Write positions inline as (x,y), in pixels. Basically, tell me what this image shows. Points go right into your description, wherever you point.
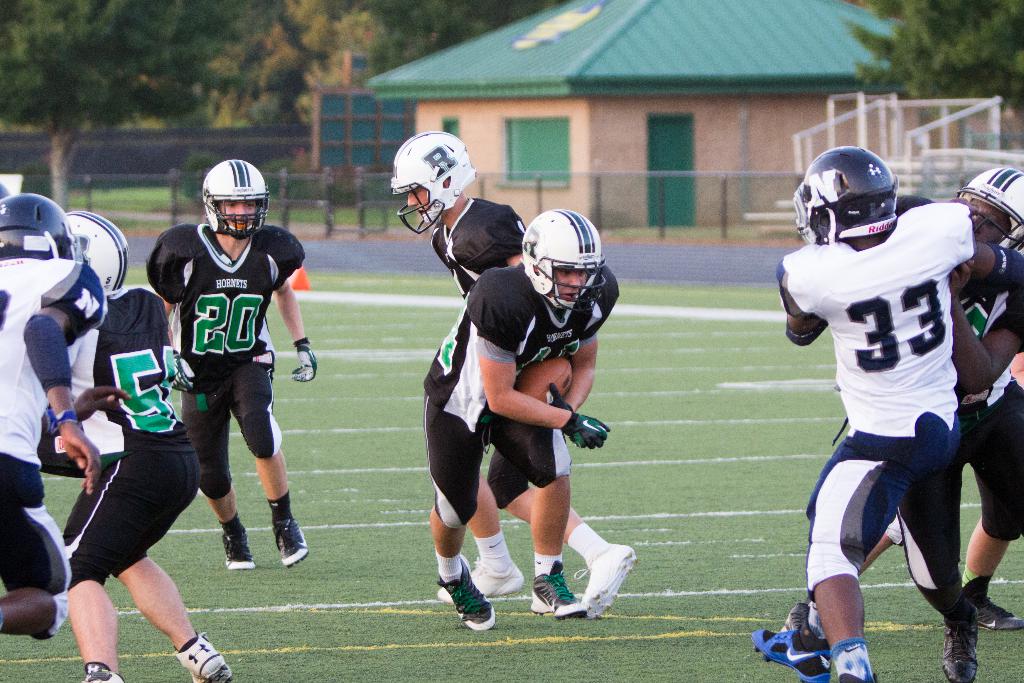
There are group of people (155,511) running. They wore helmets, T-shirts (558,337), shorts (214,397) and shoes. This looks like a room (573,107) with a window (529,168) and a door (653,147). These are the trees (298,89). I think this is a fence (586,213).
